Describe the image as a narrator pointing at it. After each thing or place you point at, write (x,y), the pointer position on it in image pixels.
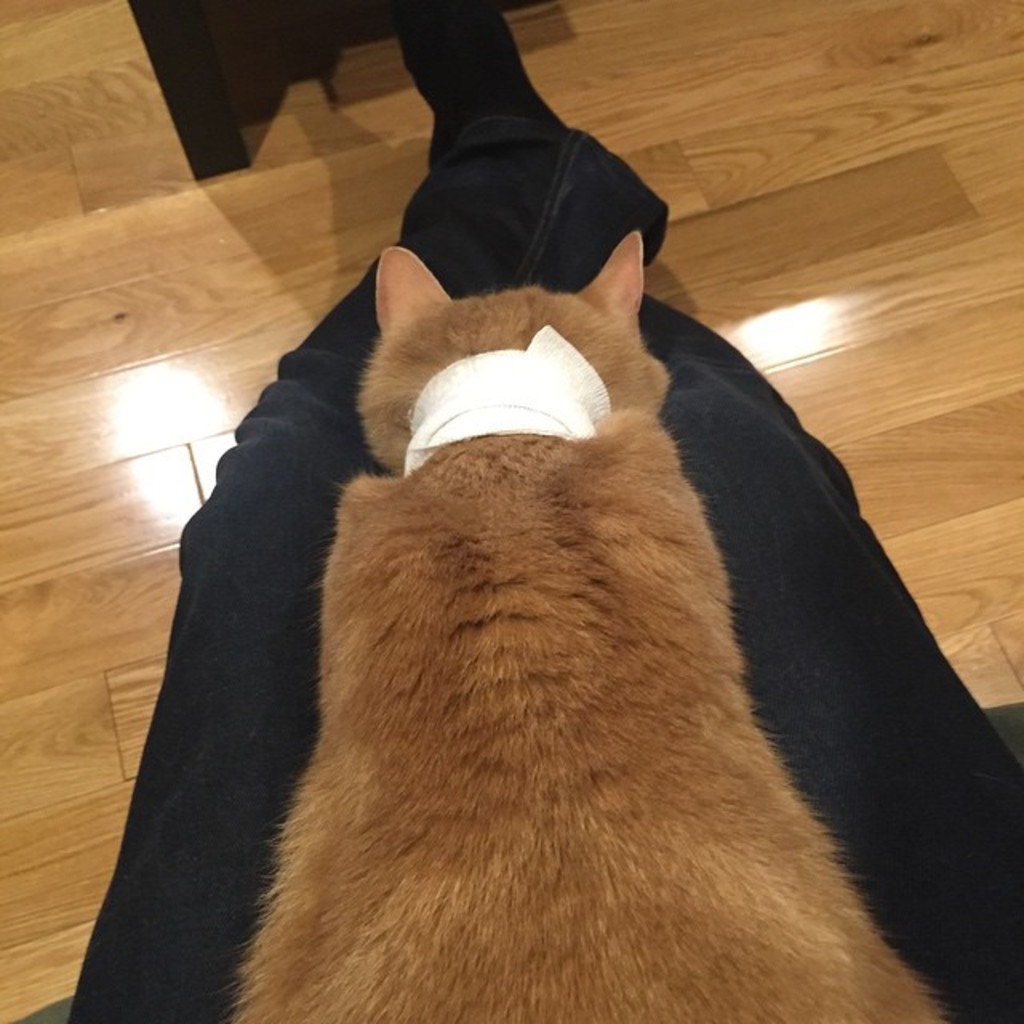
In this image, we can see a brown color animal (647,732) on the legs (208,676) of a person (276,388), we can see the wooden floor (78,336).
